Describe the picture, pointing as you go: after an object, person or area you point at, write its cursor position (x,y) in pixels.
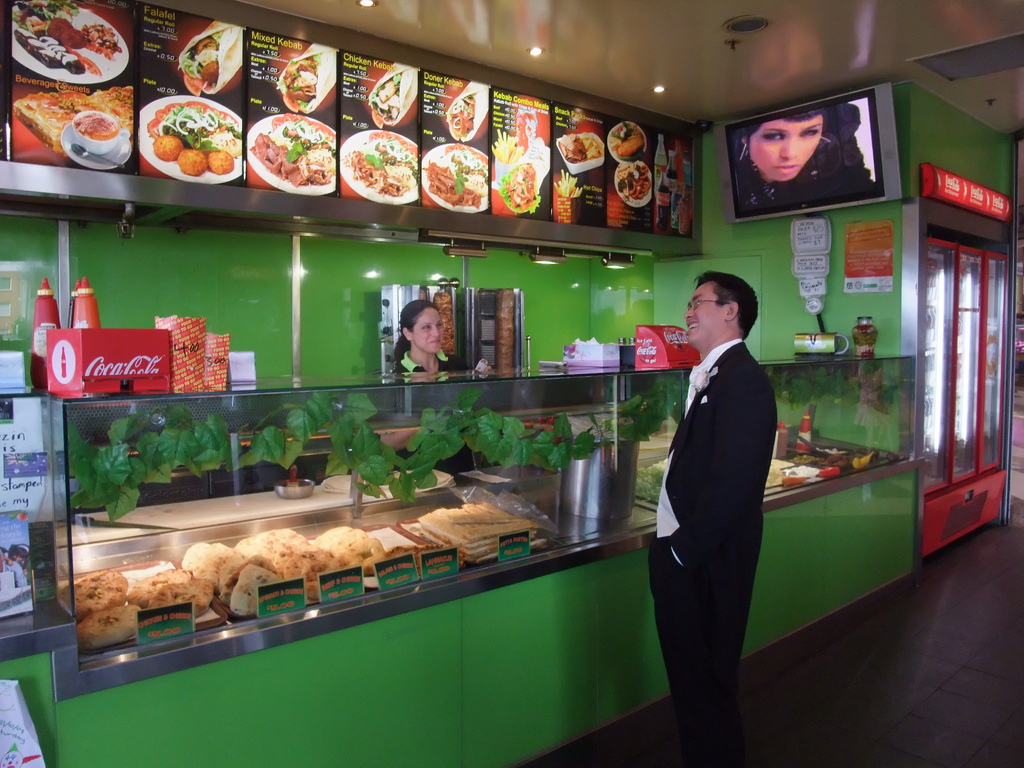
There is one man (674,516) standing and wearing a black color blazer (707,494) on the right side of this image (720,532) and there is one woman (412,359) standing in the middle of this image (400,354). We can see food items (140,608) are kept in a container (286,515) at the bottom of this image (195,597). There is a wall (539,283) and a menu board (350,143) at the top of this image (425,188). We can see a television (848,196) and a fridge (934,307) is on the right side of this image (944,335).
